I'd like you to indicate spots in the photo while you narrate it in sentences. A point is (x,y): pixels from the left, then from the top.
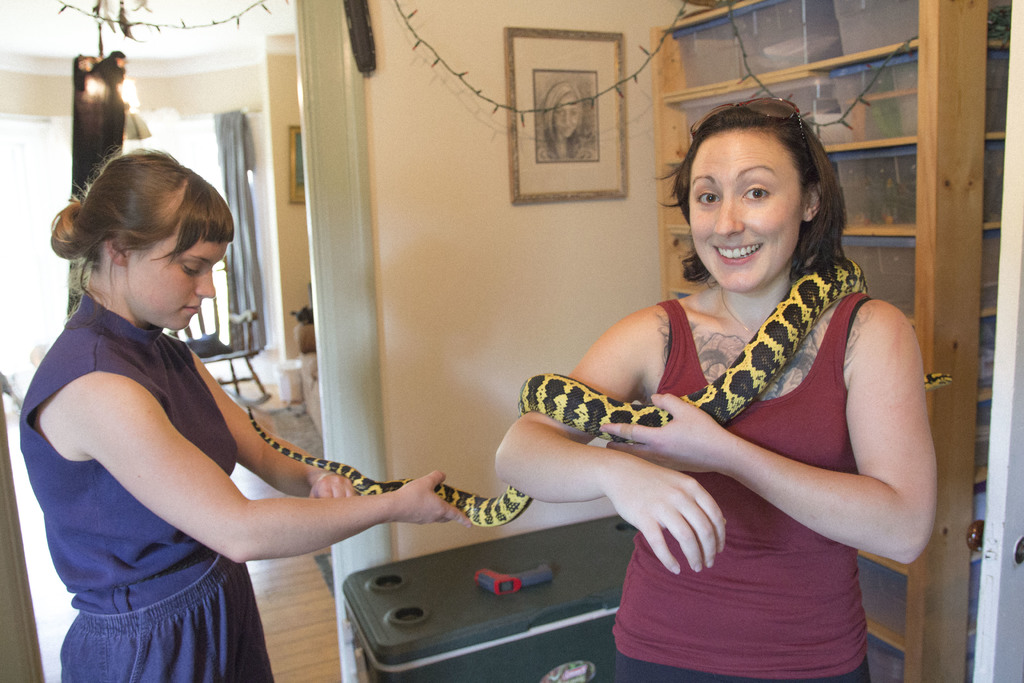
As we can see in the image there is a wall (397,135), shelf (930,73), photo frame (522,75), lights (413,42), two people (71,448) standing over here and the women (752,220) who is standing here is holding a snake (634,417) and she has a tattoo (719,345) over her chest (734,346) and on the left side (134,420) there is a woman (153,381) wearing blue color dress (144,630) and there is a green color cooler (443,606) over here.
